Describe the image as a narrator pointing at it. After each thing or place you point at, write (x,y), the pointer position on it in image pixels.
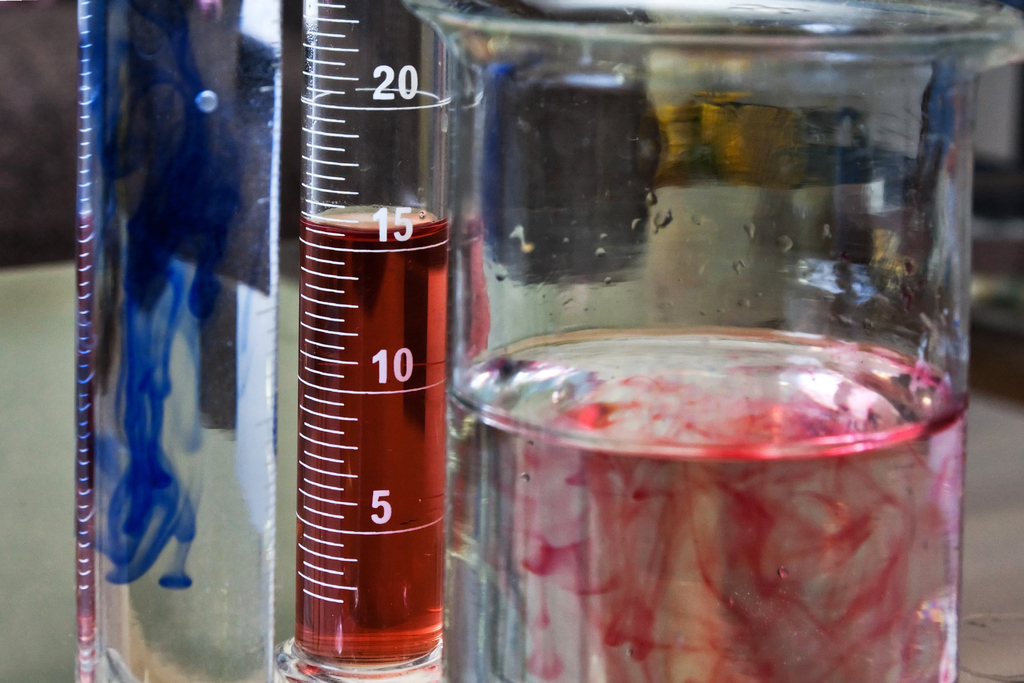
In the image in the center (469,344) we can see glass jars (658,290). In the jar (419,282), we can see water (395,479) with blue and red color.
